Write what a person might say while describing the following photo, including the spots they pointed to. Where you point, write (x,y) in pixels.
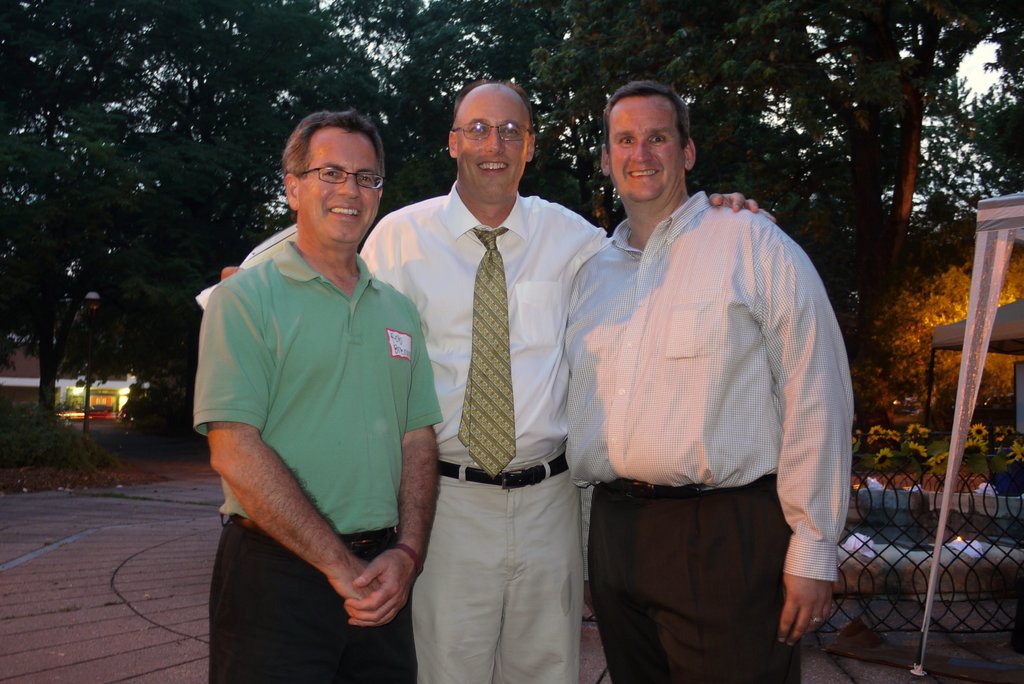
In this image we can see a group of people (830,432) standing on the floor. On the right side of the image (1007,334) we can see a fence (966,547), tents (993,299), group of flowers (1003,436) and grass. On the left side of the image (115,409) we can see a building (104,392) with some lights (118,392). At the top of the image (627,26) we can see a group of trees (627,46).
